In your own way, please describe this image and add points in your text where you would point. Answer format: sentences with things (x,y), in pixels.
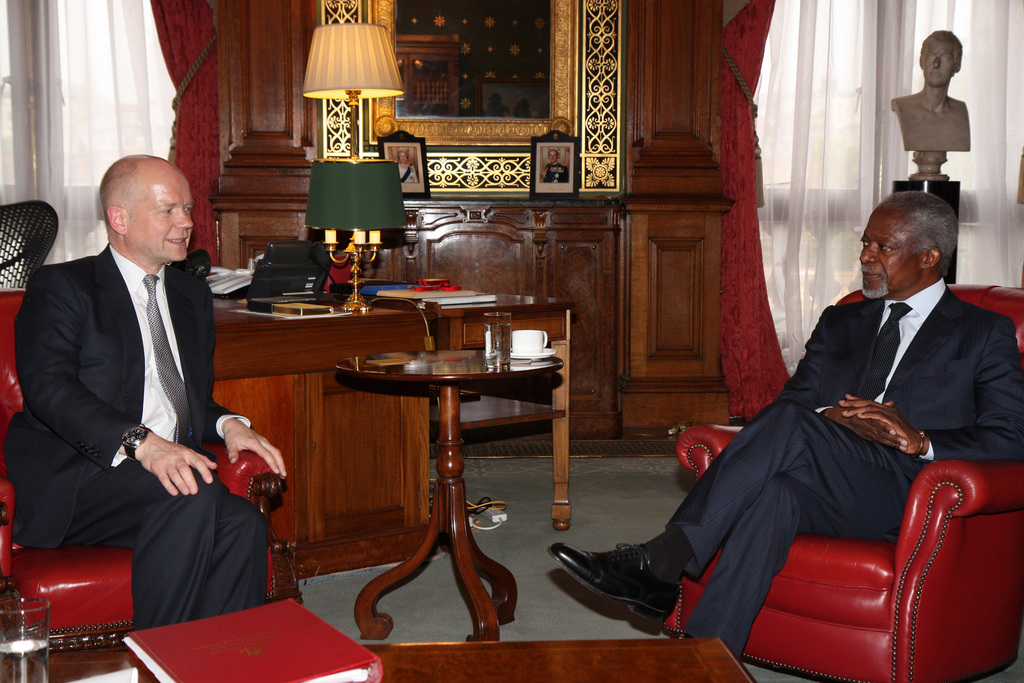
There is a person (671,585) sitting on a sofa (1023,557) and he is on the right side (1017,433). Here we can see another person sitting on a sofa (96,641) and he is speaking. This is a wooden table (374,333) where a table lamp (353,309) and books (432,293) are kept on it.
